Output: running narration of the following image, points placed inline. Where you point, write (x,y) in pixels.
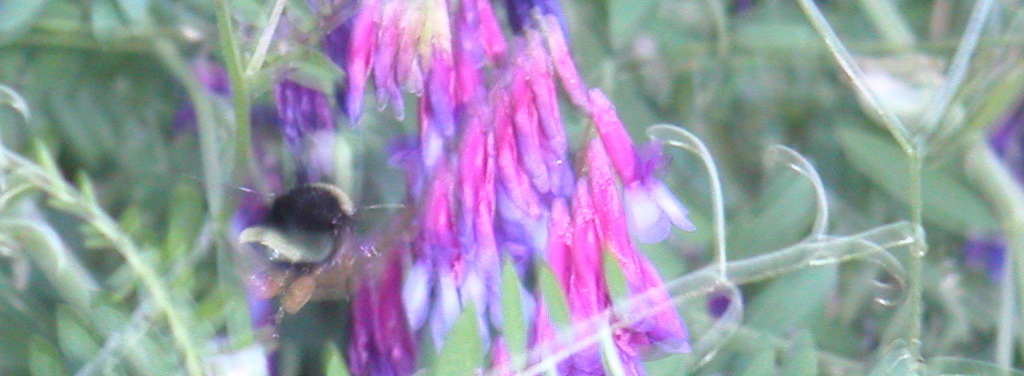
This picture is blur, we can see flowers (584,293), background (594,21) it is green.
